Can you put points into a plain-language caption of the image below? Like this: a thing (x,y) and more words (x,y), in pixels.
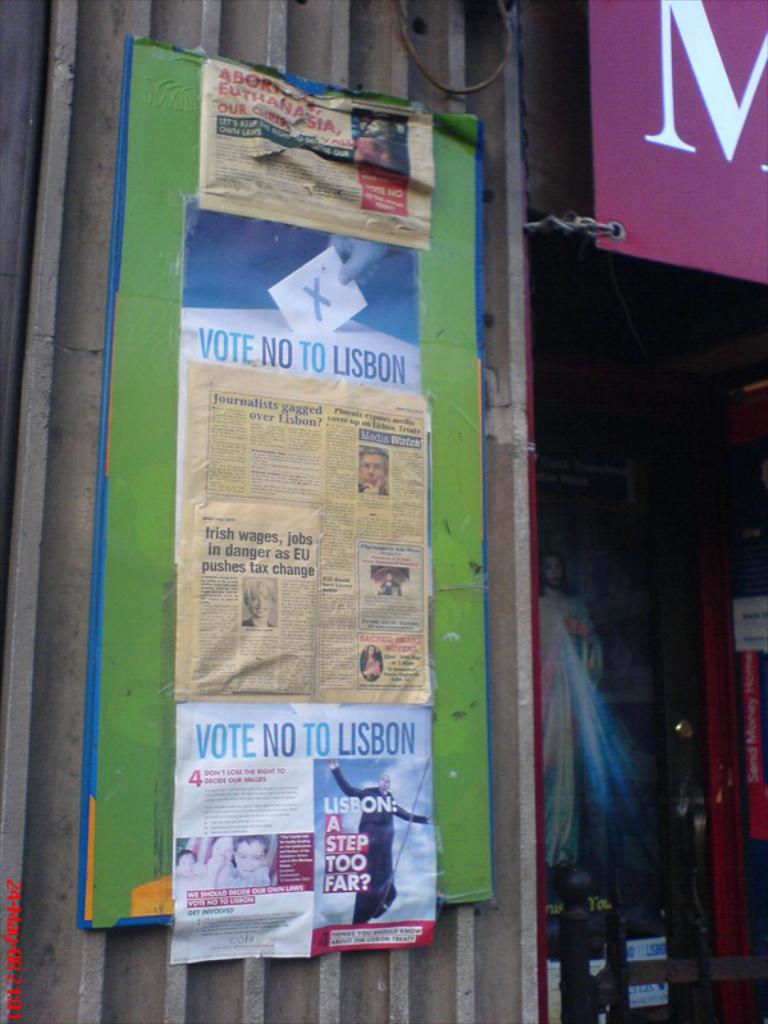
In this image I can see a green colored board (135,761) to which I can see few papers (301,718) are attached and to the right top of the image (696,135) I can see a pink colored board (689,122) and few other objects (644,615).
